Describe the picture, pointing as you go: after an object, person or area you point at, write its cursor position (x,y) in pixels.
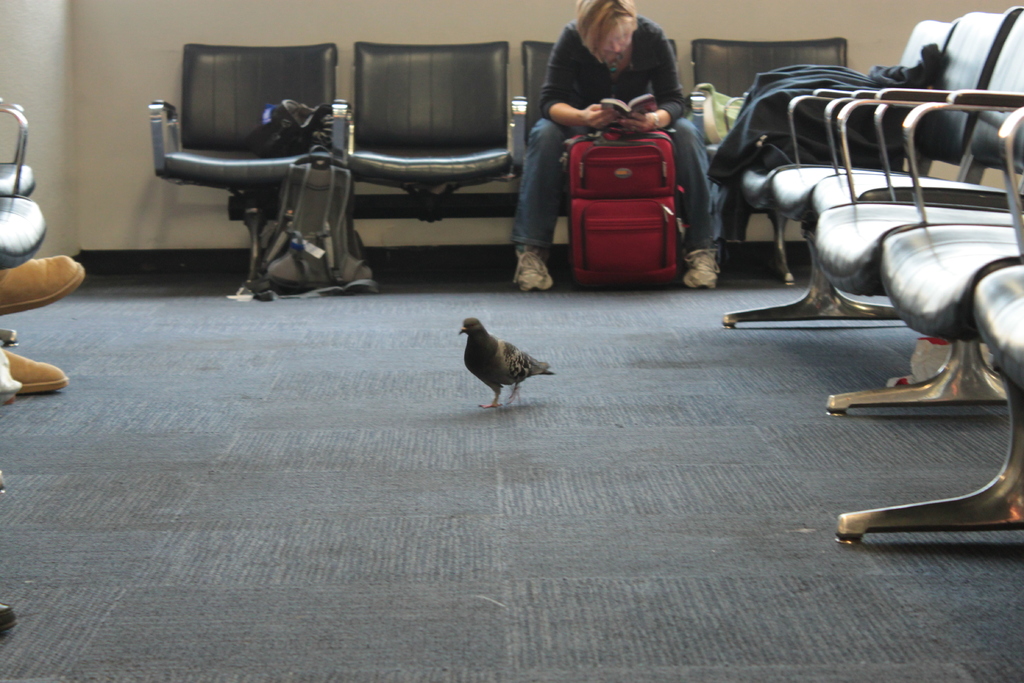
In this image, there is a floor (742,387) which is of gray color, In the right side (856,203) there are some chairs (852,184), In the middle there is a bird (488,361), In the background (427,145) there are some chairs (506,122) and a woman (568,117) sitting on the chair (518,111), In the left side (12,224) there is a chair (24,230) and a person (28,299) sitting on the chair (37,242).
